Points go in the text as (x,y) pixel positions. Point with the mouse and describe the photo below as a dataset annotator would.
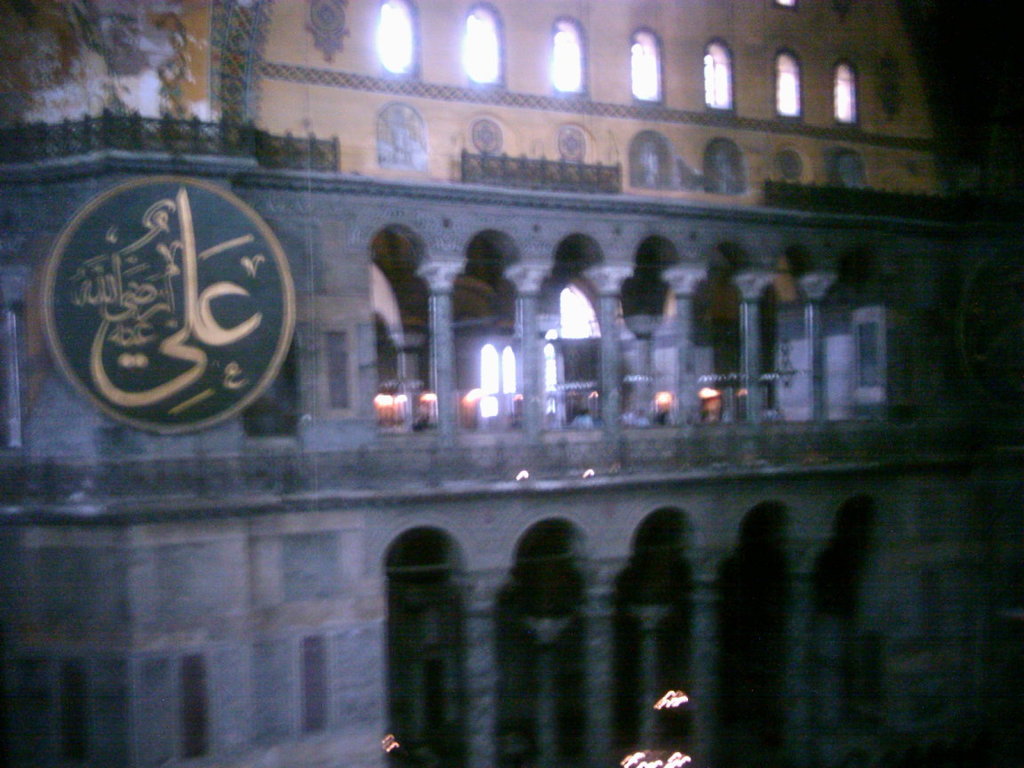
In this image I can see it looks like a fort (708,448), on the left side (210,253) there is the symbol (196,293).
